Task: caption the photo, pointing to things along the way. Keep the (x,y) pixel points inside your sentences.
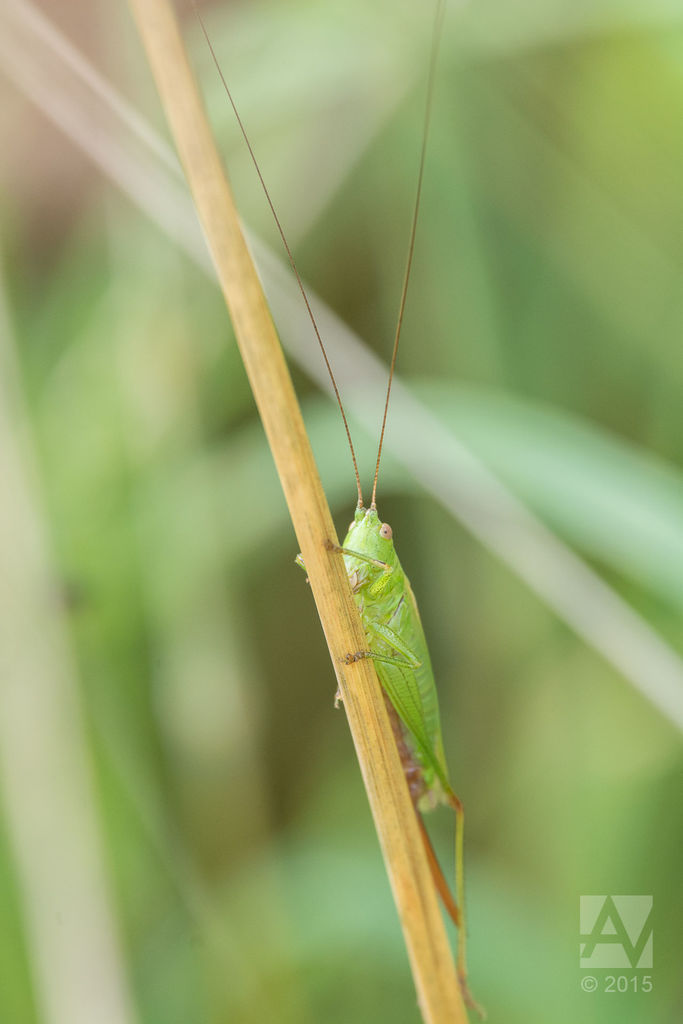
In this image there is a grasshopper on the branch (427,952), and there is a watermark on the image.
